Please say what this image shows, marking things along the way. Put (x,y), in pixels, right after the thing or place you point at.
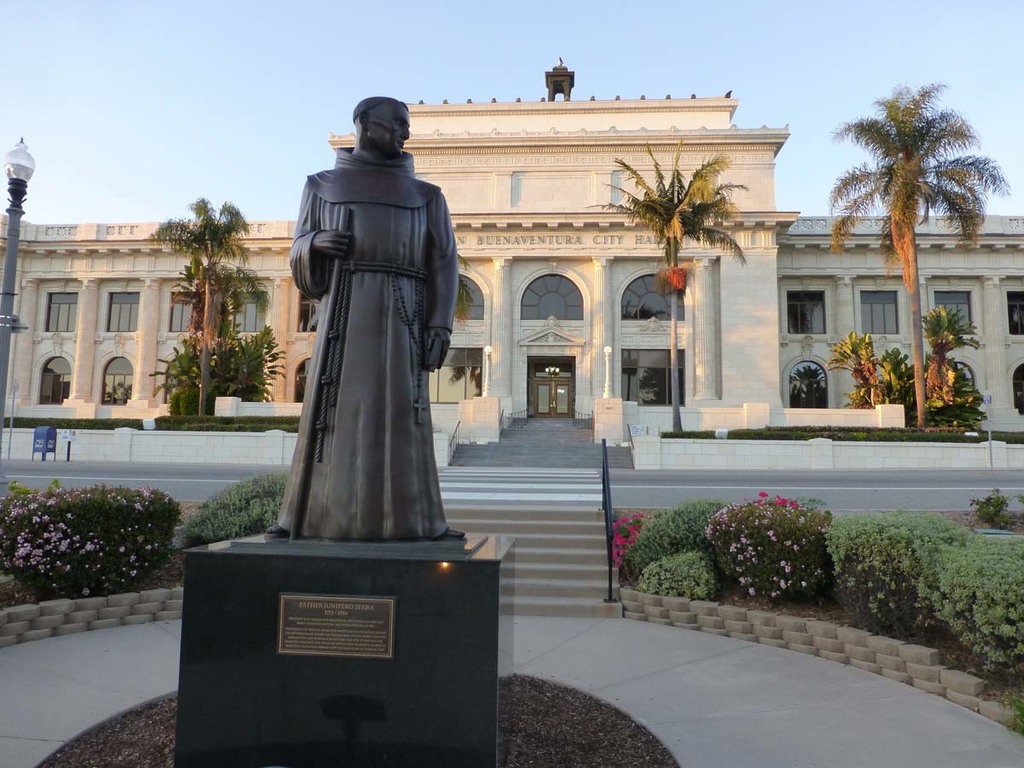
In this picture, it seems like a sculpture (402,370) on a headstone (289,576) in the foreground (300,521), there are plants (170,548), stairs (536,440), trees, building (493,238), lamp poles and the sky (109,155) in the background (118,170).
